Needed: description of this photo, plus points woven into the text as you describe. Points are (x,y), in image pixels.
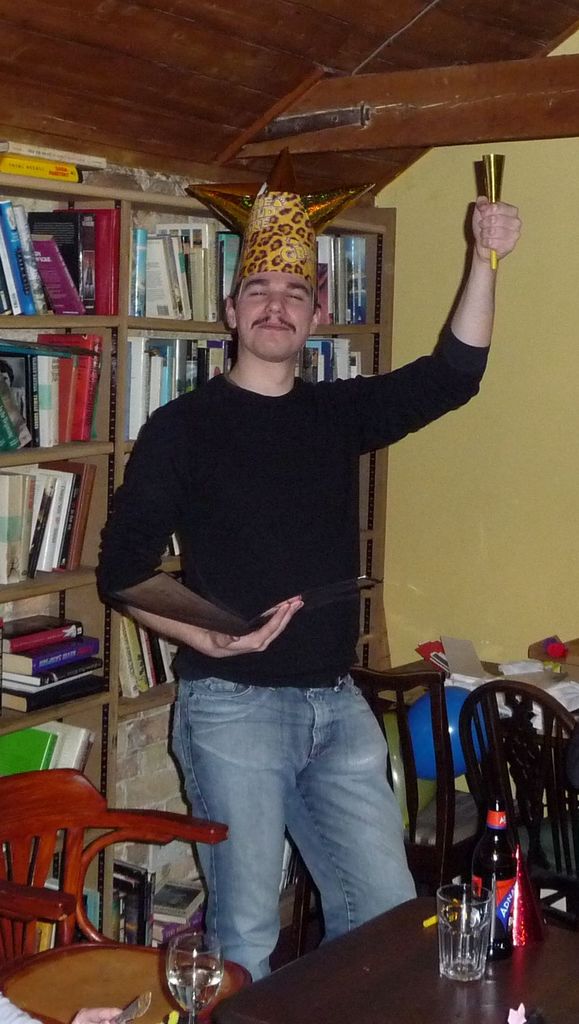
In this image there is a person (319,666) wearing black color T-shirt (301,642) standing and holding something in his left hand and in front of him there is a bottle (499,846), glass (457,975) and at the background of the image (118,322) there are books (175,277) in the shelf (122,322).
